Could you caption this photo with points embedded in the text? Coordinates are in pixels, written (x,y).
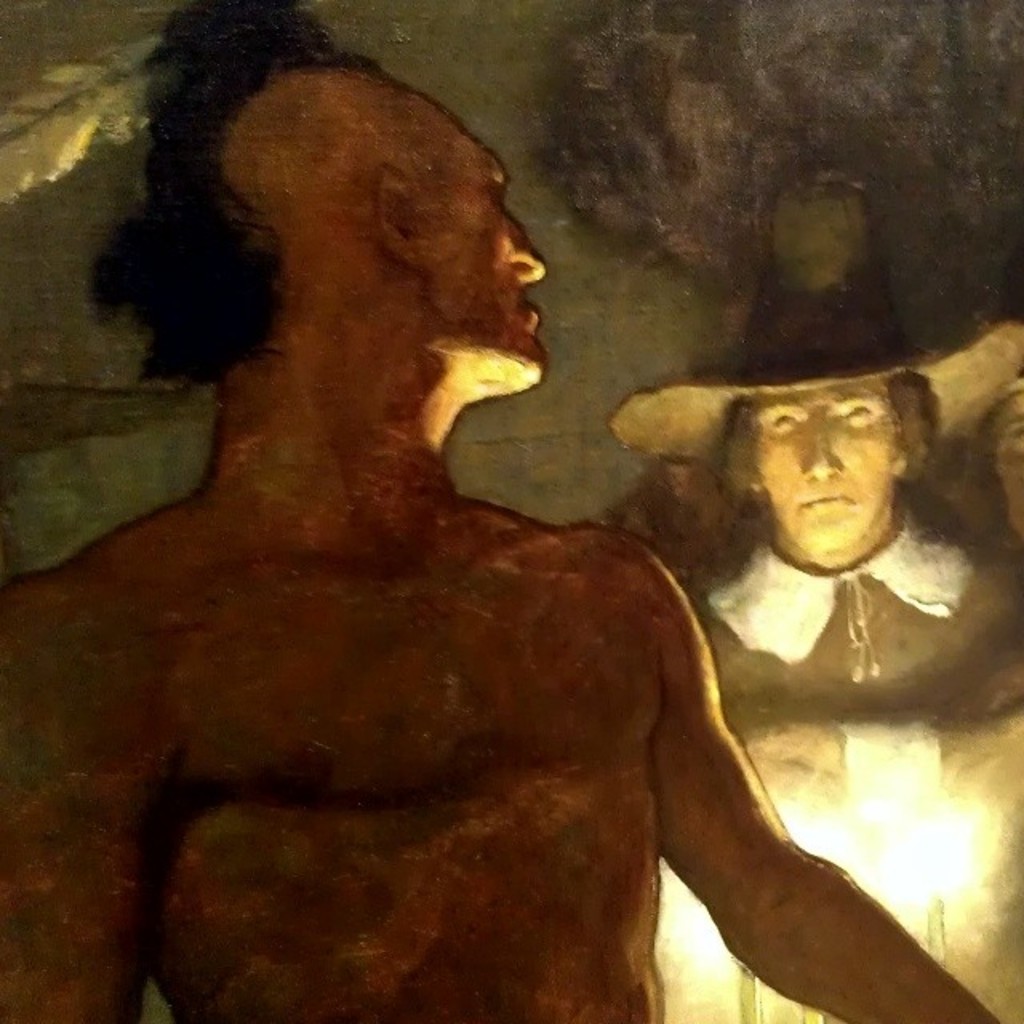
This picture looks like painting and I can see couple of men (815,520).
